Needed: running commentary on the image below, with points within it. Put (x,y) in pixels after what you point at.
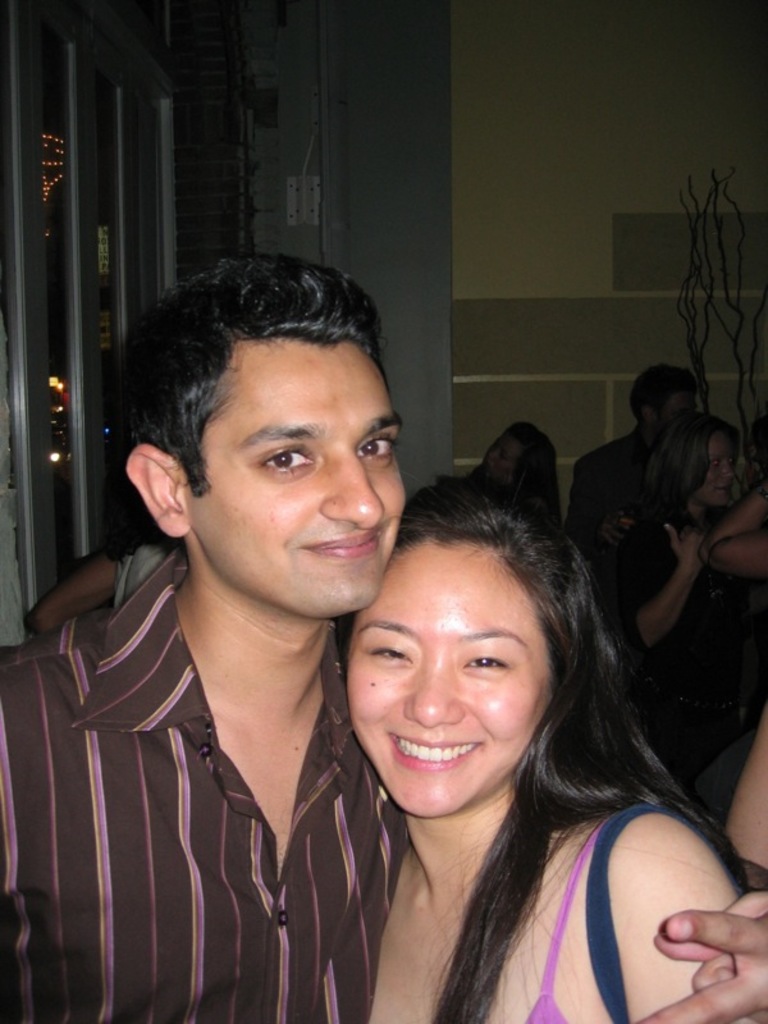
This is the man (336,827) and woman (378,750) standing and smiling. On the left side of the image (121,258), I can see the poles (165,163). This is the wall (600,202). There are groups of people (624,451) standing.
